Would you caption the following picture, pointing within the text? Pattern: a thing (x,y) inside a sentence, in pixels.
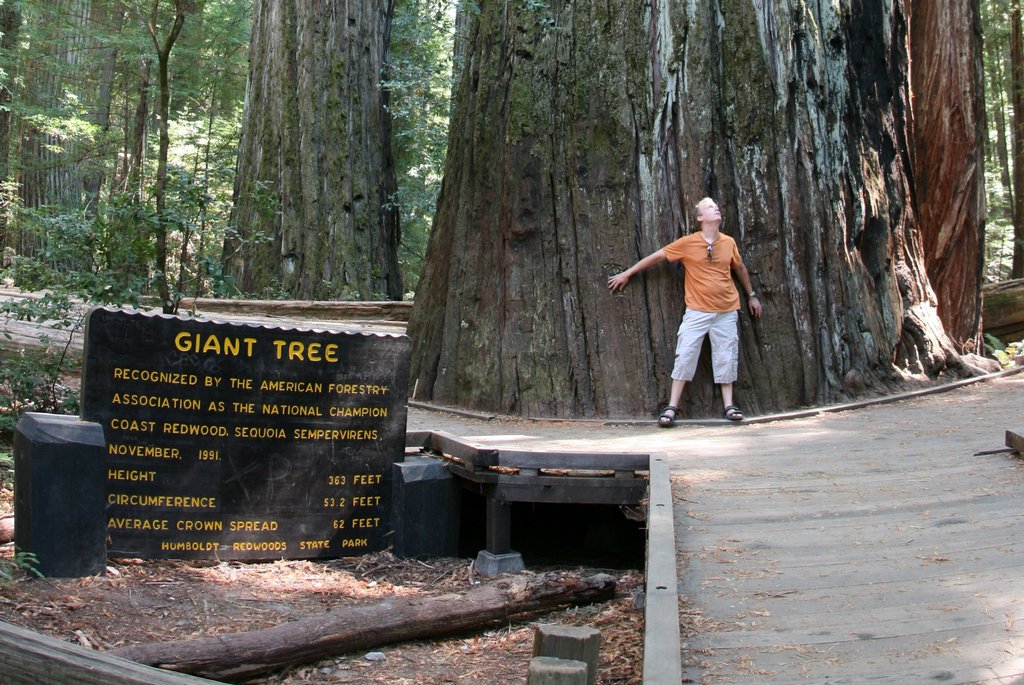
In this image, we can see a person (693,348) standing and in the background (339,177), there are trees (375,156) and we can see a name board (188,481) and there is a log (209,643) and we can see a wood fence (446,447). At the bottom (847,536), there is road (833,511).
